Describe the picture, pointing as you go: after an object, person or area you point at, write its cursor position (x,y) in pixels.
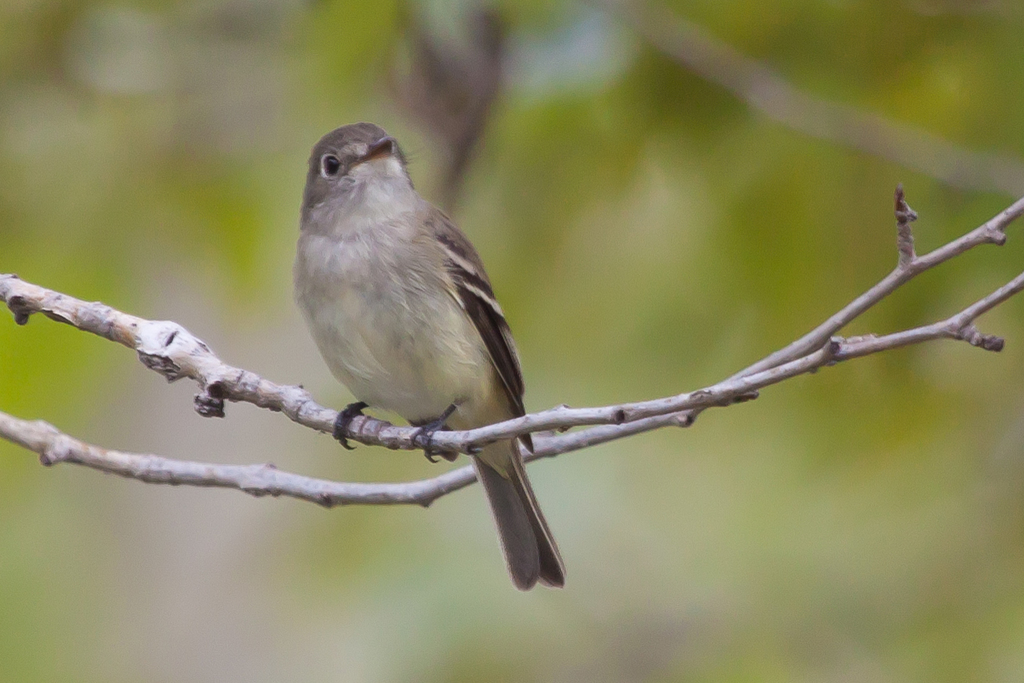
In this picture we can see a bird (340,357) on a stem (615,414). We can see another stem (57,433). Background (891,314) is blurry.
